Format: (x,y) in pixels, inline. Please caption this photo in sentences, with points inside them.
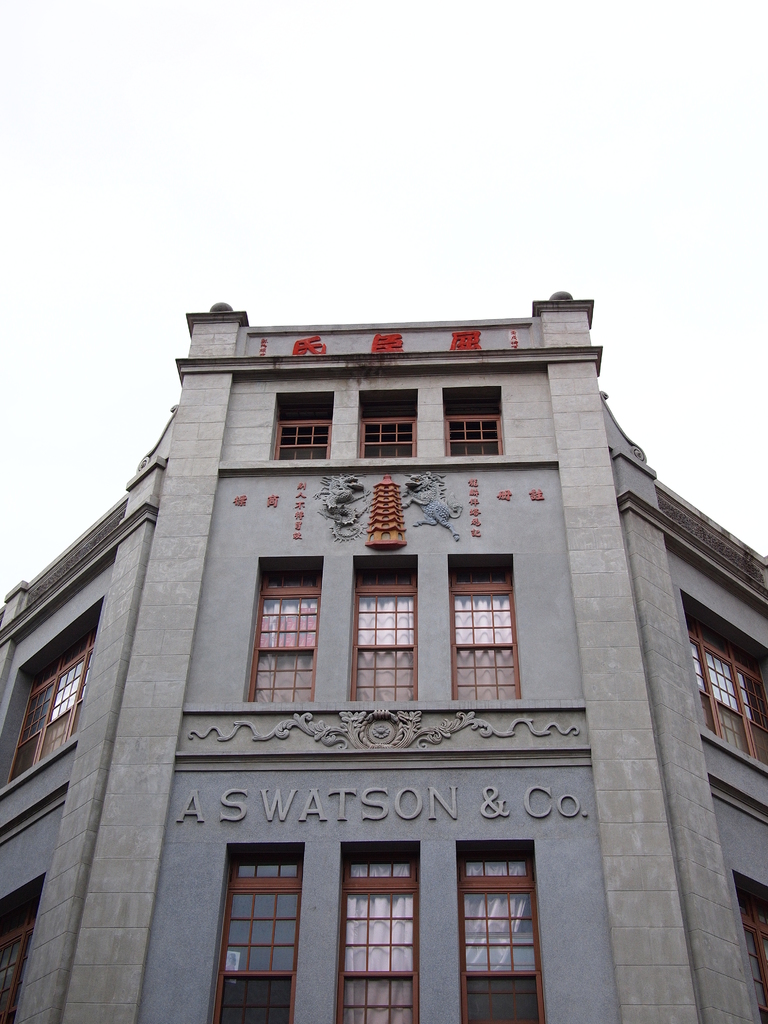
In this picture I can see a building (297,558) with windows (217,1003), and in the background (692,285) there is sky (277,226).
